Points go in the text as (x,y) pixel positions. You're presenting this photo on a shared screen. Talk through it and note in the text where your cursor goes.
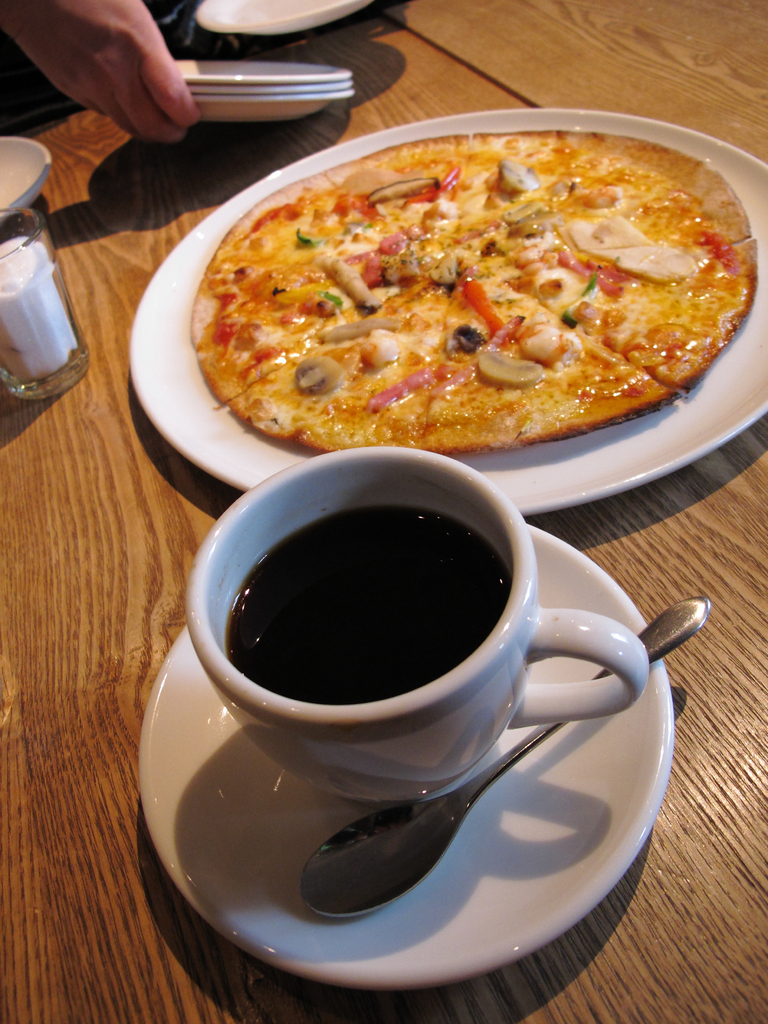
In this picture we can see a pizza (412,263) in the plate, beside to the plate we can find a cup (462,522) and a spoon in the saucer (324,820), and also we can find a glass (25,328) on the table (106,627).
